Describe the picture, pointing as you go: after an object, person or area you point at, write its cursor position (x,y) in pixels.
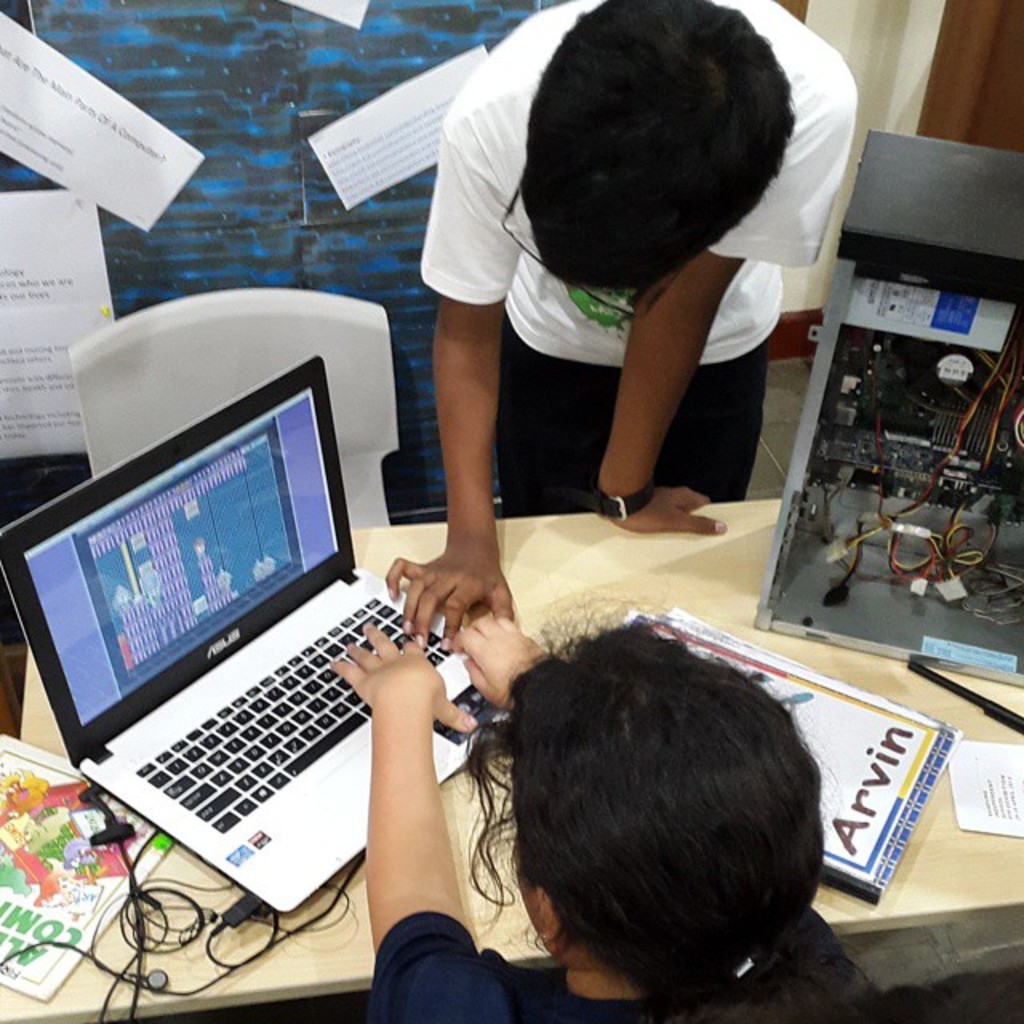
In the picture I can see a woman (384,734) at the bottom of the image (819,961) and she is working on a laptop (289,606). I can see the CPU (901,611), a pen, books (853,822) and laptop (329,820) are kept on the table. I can see a chair (224,368) on the floor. I can see a man (750,285) standing on the floor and he is having a look at the laptop (270,545). I can see the sheet of papers (46,358) stick on the board (129,95) on the top left side (119,207).
